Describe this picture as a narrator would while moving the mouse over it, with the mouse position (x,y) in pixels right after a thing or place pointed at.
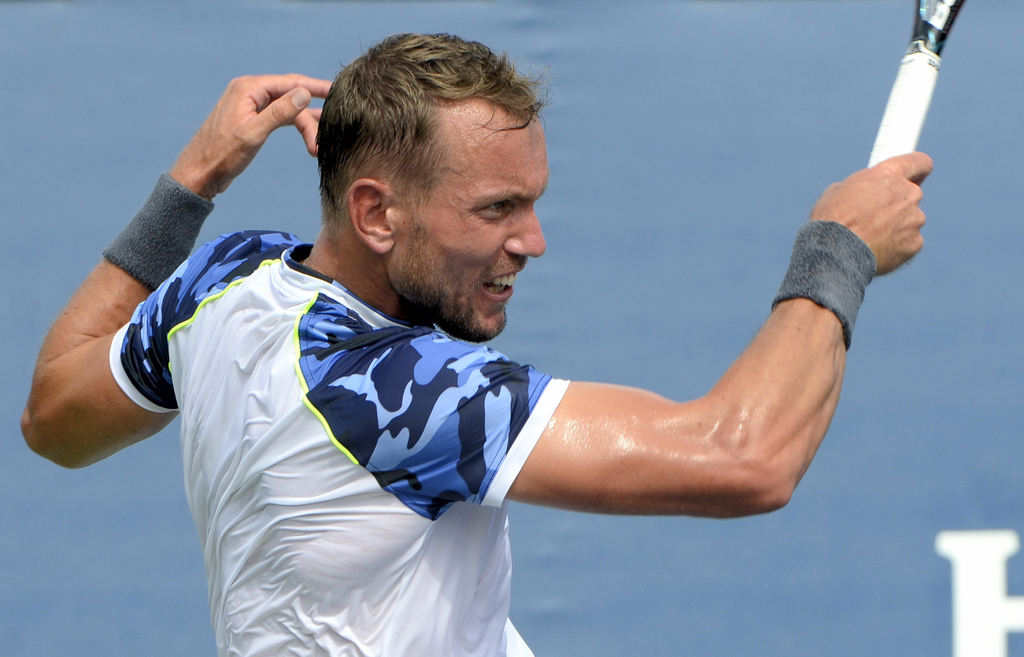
There is a man (498,441) in motion and holding a racket (920,25). In the background (675,110) it is blue.
